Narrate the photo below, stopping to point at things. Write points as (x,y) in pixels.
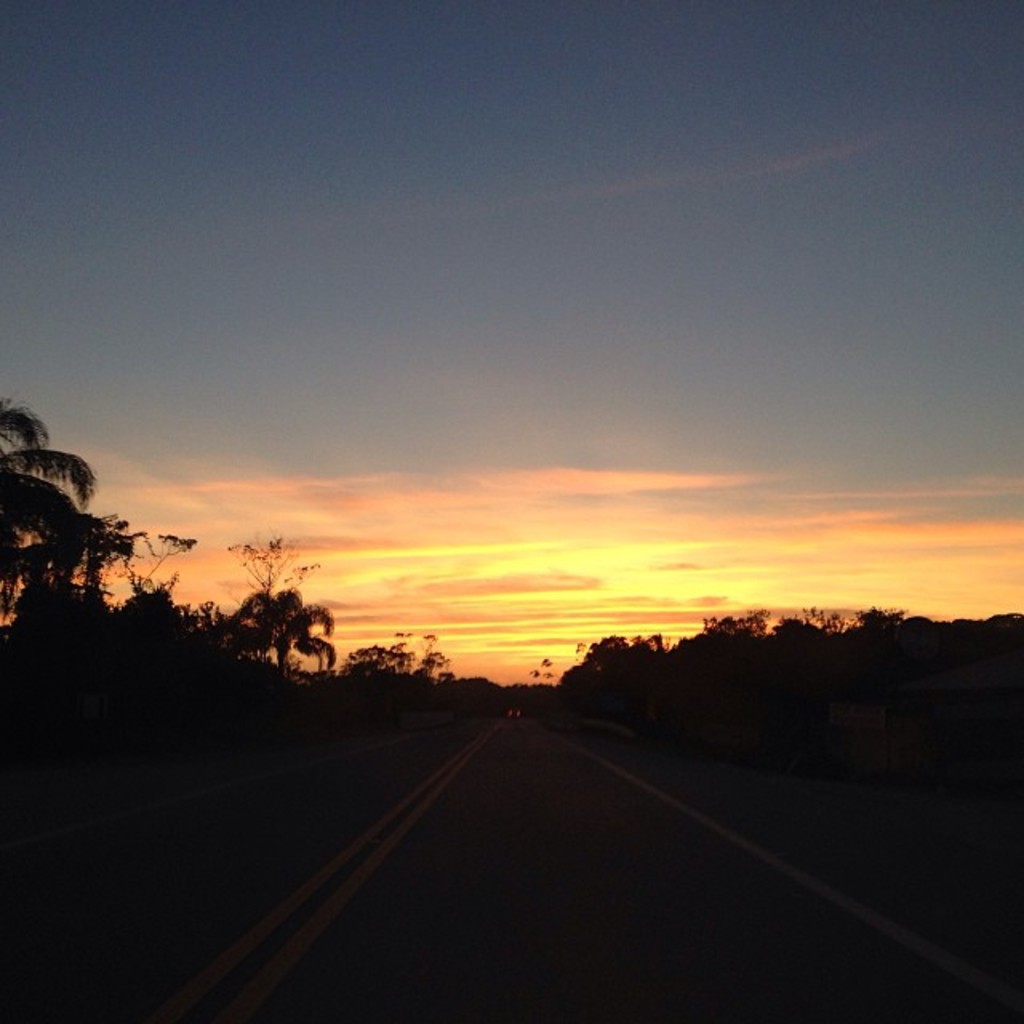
In the image I can see trees (355,722), a road (490,829) and some other objects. In the background (495,467) I can see the sky (502,410).
